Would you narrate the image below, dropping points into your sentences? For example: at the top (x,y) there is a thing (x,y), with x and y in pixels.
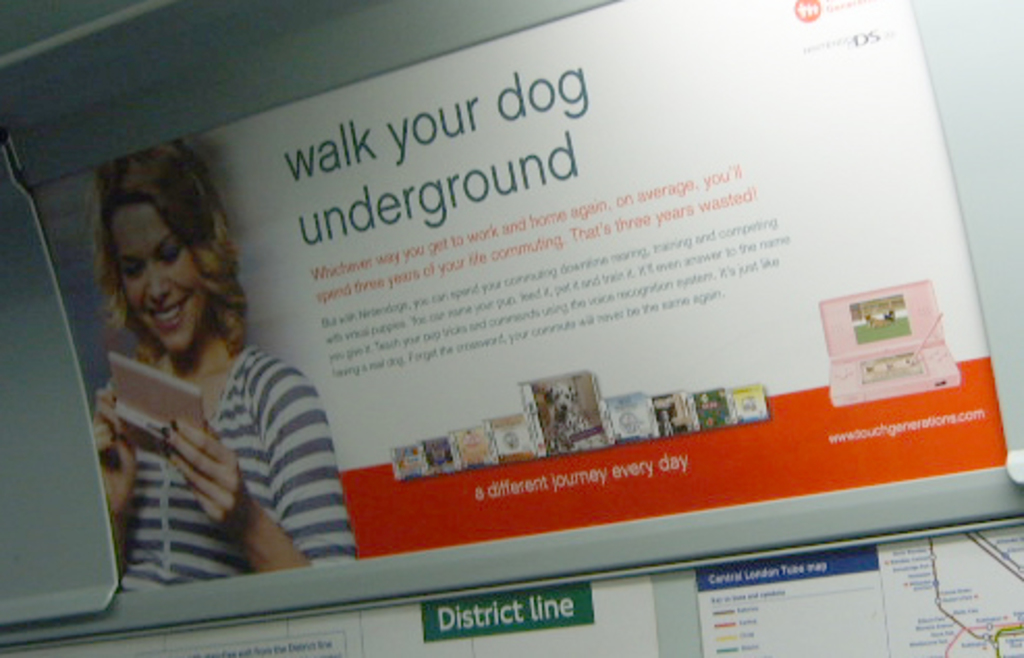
Here we can see posters (803,406). On this poster (496,319) we can see a woman (155,344) and she is smiling. There is text (575,163) written on it.
